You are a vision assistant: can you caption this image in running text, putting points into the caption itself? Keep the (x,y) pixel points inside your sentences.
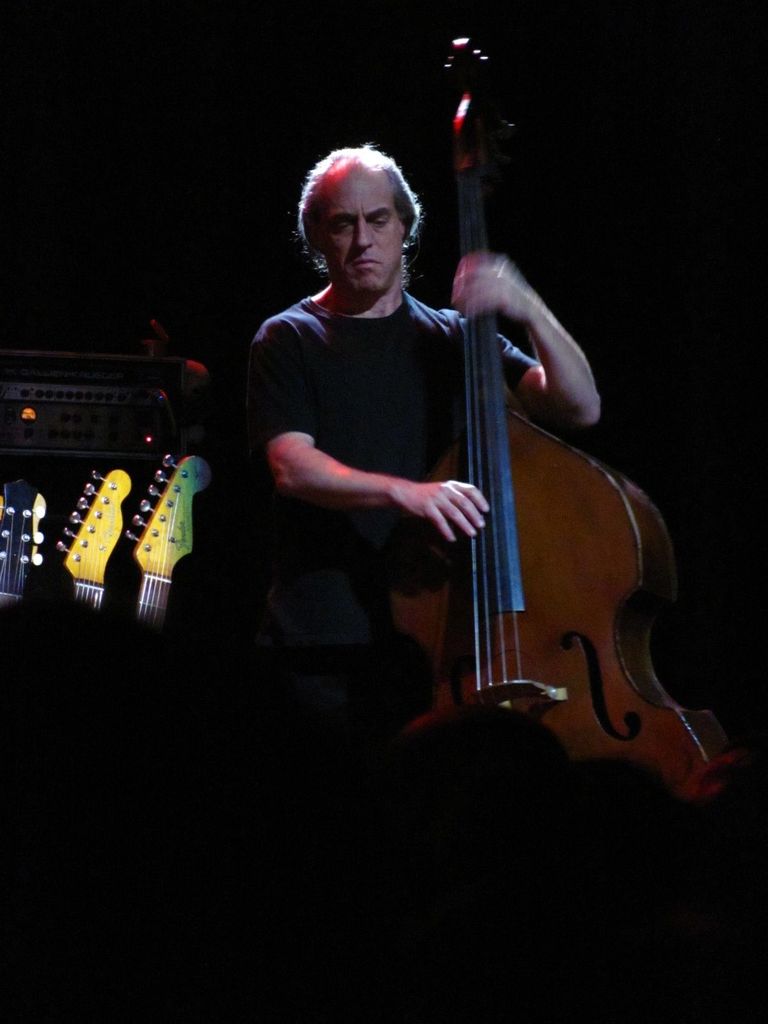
In this image, we can see a person (385,382) on the dark background wearing clothes (438,394) and playing a musical instrument (541,497). There are musical instruments (159,545) on the left side of the image (111,514).
